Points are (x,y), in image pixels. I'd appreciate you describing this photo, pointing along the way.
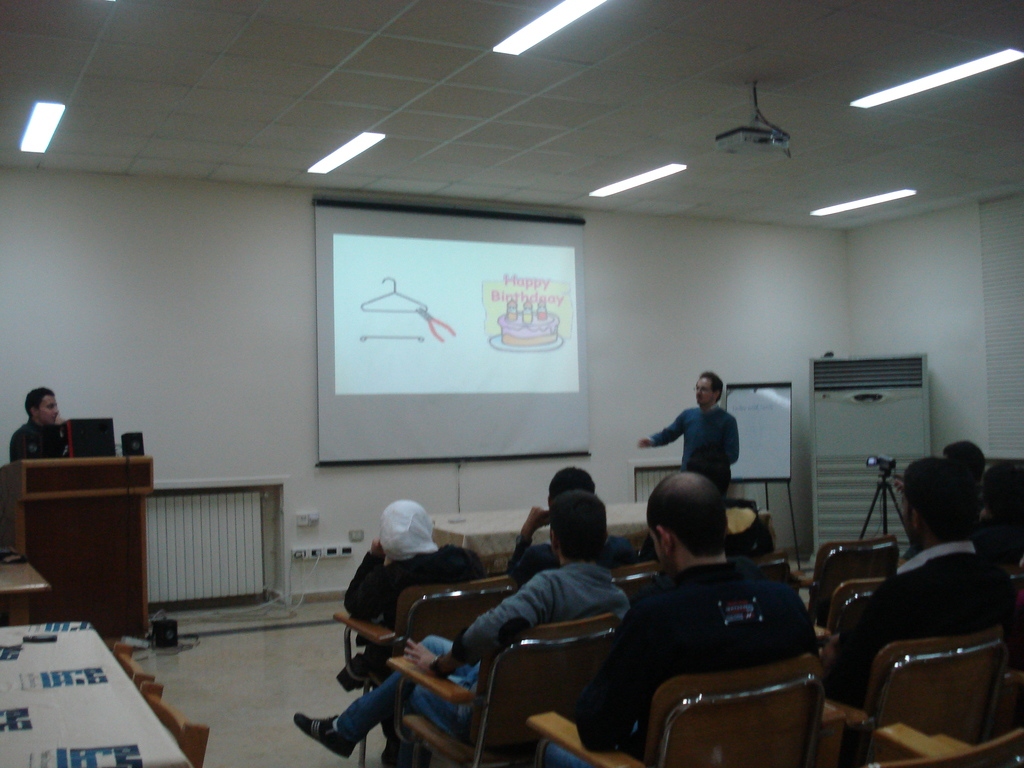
In this picture we can see few people (547,614) sitting on the chair (573,625). There is a person (702,409) standing. Afar there is podium (116,486) behind the podium (110,475) a person (52,444) standing. On the podium (46,464) We can see laptop (110,437) and there are some tables (75,652). On the top (341,159) we can see lights (342,145). In this background (346,312) we can see screen (376,297).
